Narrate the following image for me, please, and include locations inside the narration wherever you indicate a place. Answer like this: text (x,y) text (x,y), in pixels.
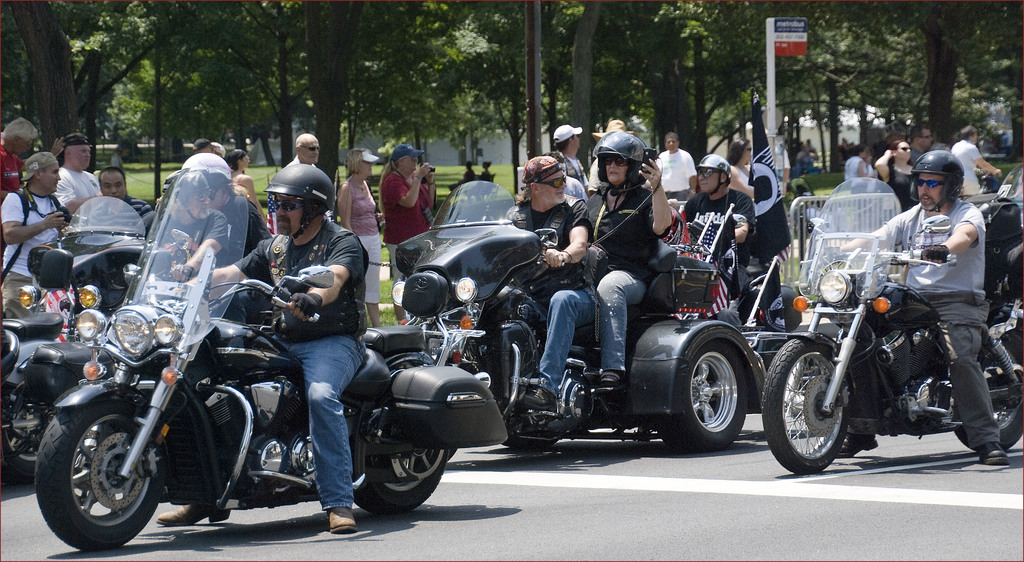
In this picture there are group of people (966,292) riding vehicle (472,264) on a road (580,510). Towards the left (295,453) there is a bike (240,337) and one person (313,354) on it. In the middle (567,325) there are two persons (567,325) on the bike (462,220). In the right (894,341) there is one person (993,458) on the bike (1006,443). In the background (671,97) there are group of trees (388,97) and people (402,187).
